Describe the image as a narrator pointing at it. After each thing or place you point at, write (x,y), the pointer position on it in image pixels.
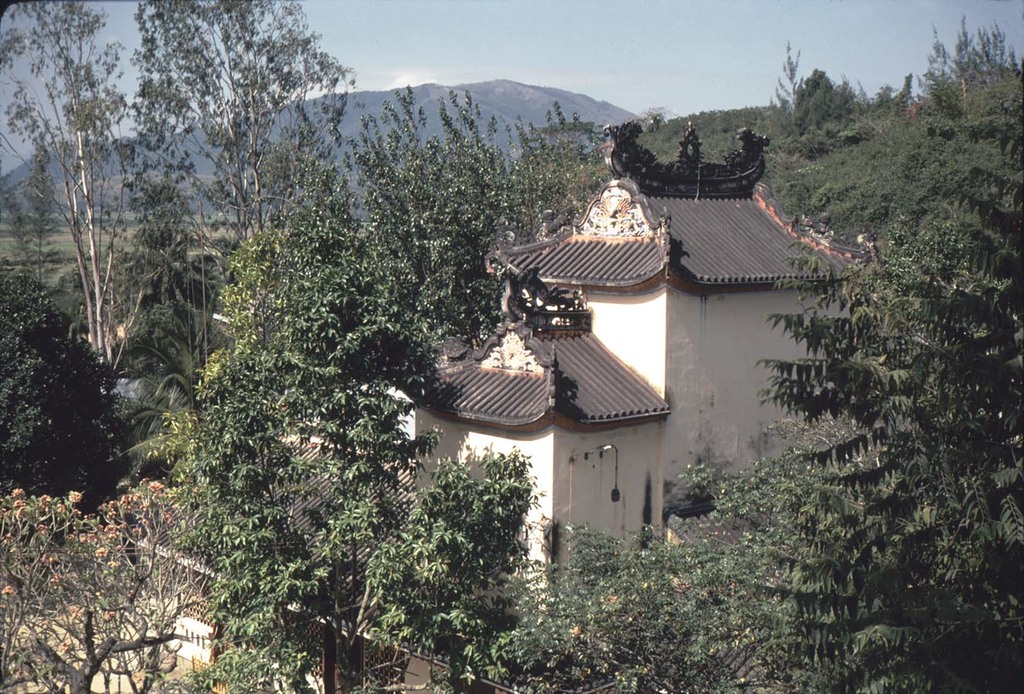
In the center of the image (601,400) there is a building (628,477) and we can see trees (988,529). In the background (580,104) there are hills (549,99) and sky (593,94).
